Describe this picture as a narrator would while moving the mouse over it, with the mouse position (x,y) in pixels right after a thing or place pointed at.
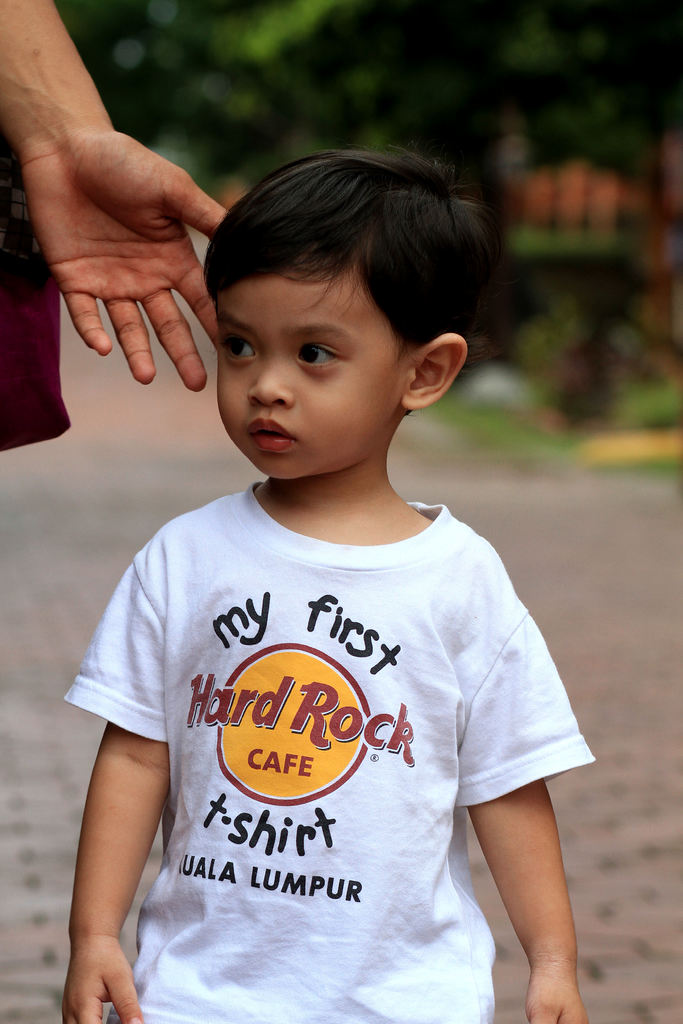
In the image we can see a boy (334,776) standing and wearing clothes (182,683). On the left side of the image (34,148) we can see a truncated image of a person (71,209). Here we can see the footpath (619,625), trees (473,103) and the background (294,73) is blurred.
